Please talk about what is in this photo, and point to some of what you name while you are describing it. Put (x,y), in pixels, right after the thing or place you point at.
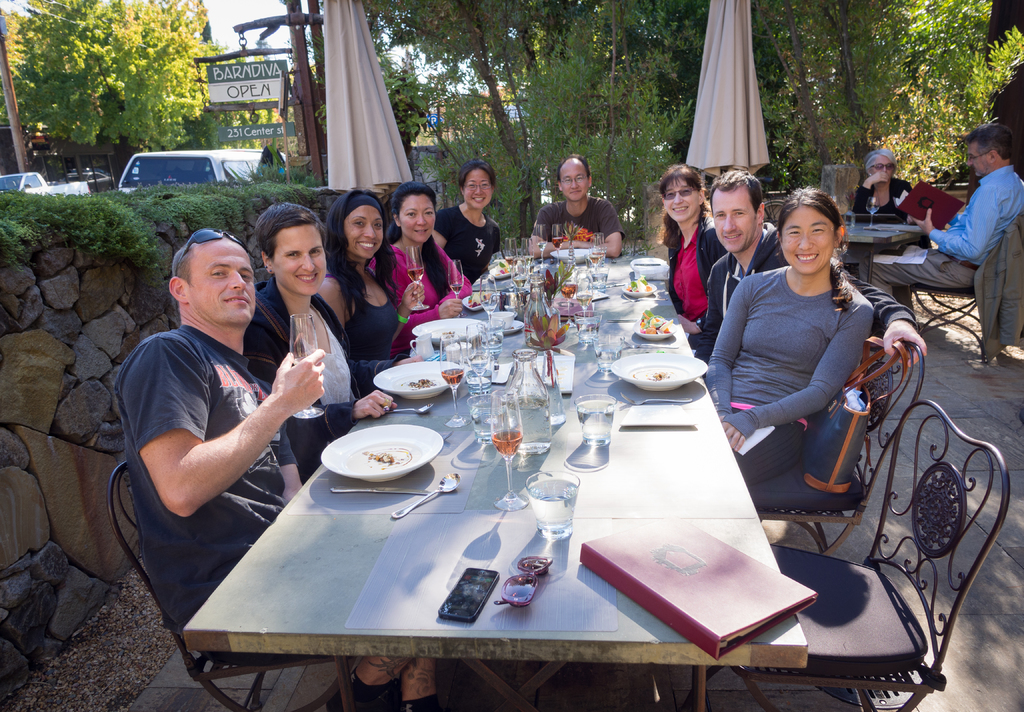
In the image in the center (357,296) we can see group of persons (690,230) were sitting on the chair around the table (609,384). On table (600,474) we can see food items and we can see they were smiling. And coming to back we can see umbrellas (713,130), trees (564,75), sign boards (251,129), vehicles (175,176), grass (135,211), wall (33,284) and few persons (934,228) were sitting etc.
